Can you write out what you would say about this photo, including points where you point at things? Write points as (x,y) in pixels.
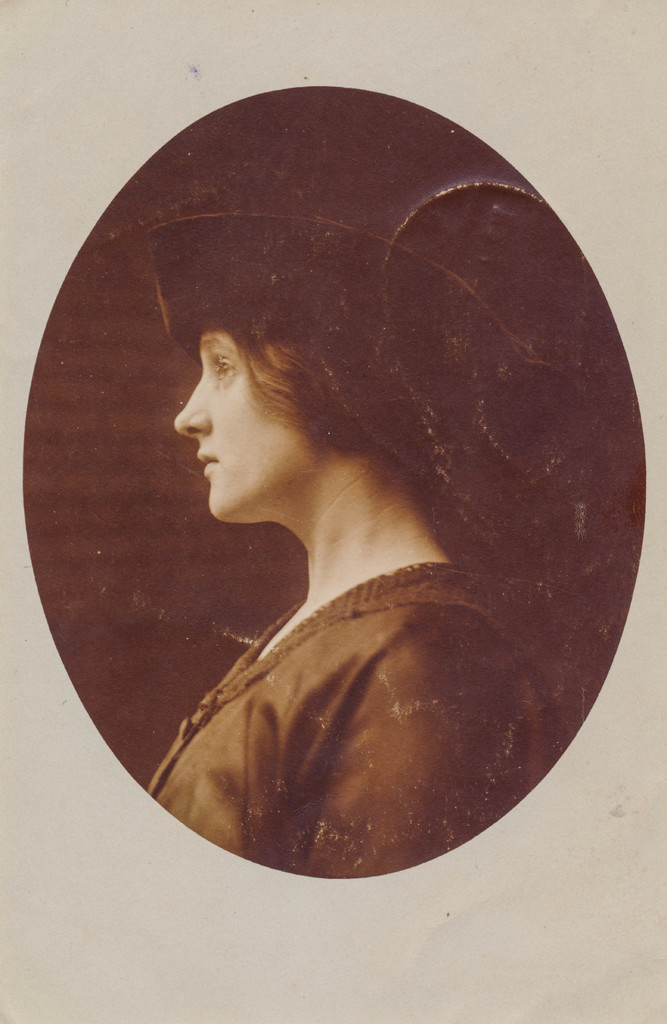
In this picture we can see photo (230,424) of a woman (311,750). In the background of the image (287,32) it is white.
